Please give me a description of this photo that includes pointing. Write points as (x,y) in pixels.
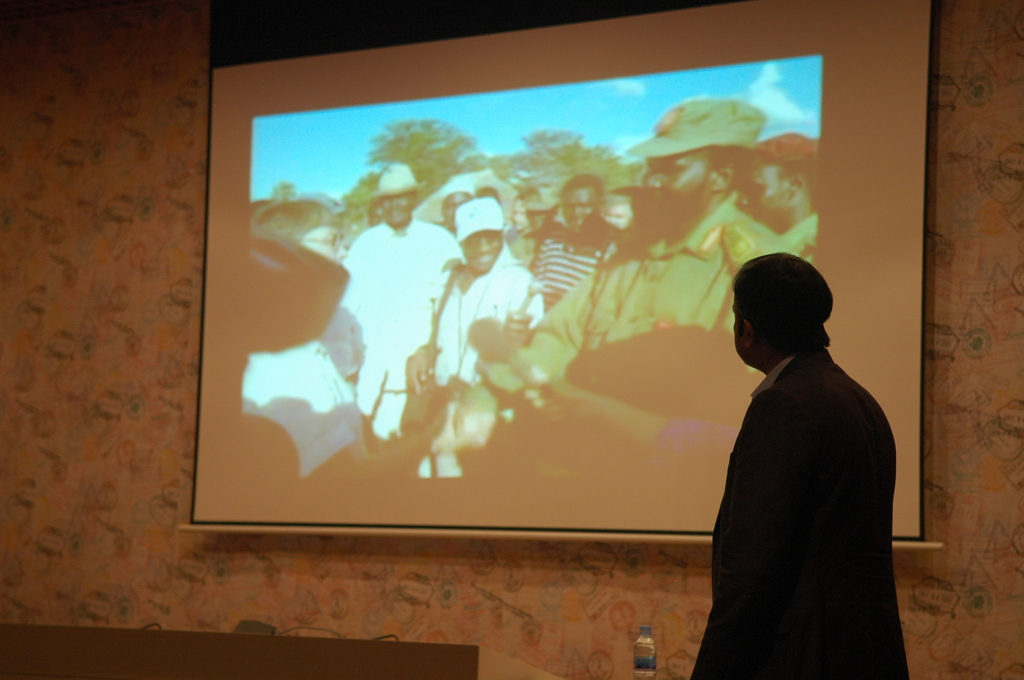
In the image we can see a projector screen (376,313) on the wall (100,273) and on the projector screen (429,339) we can see few people (599,187) in it and there is a man (779,373) in front of projector screen (482,266) watching it and there is a water bottle (654,658) onto his left and there is podium (271,650) over here.
